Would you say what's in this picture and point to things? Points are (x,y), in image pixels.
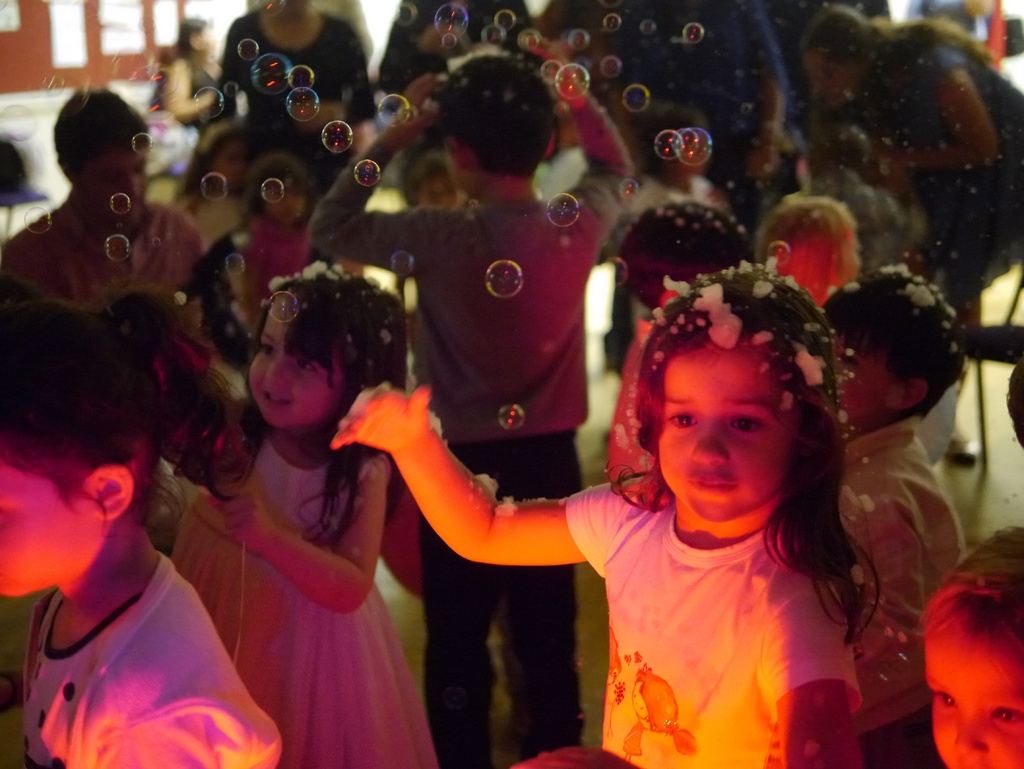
In the image we can see there are many Children's (442,337) standing and wearing clothes (545,372). Here we can see foam bubbles (333,148), the floor (1001,479) and the background (318,155) is blurred.
